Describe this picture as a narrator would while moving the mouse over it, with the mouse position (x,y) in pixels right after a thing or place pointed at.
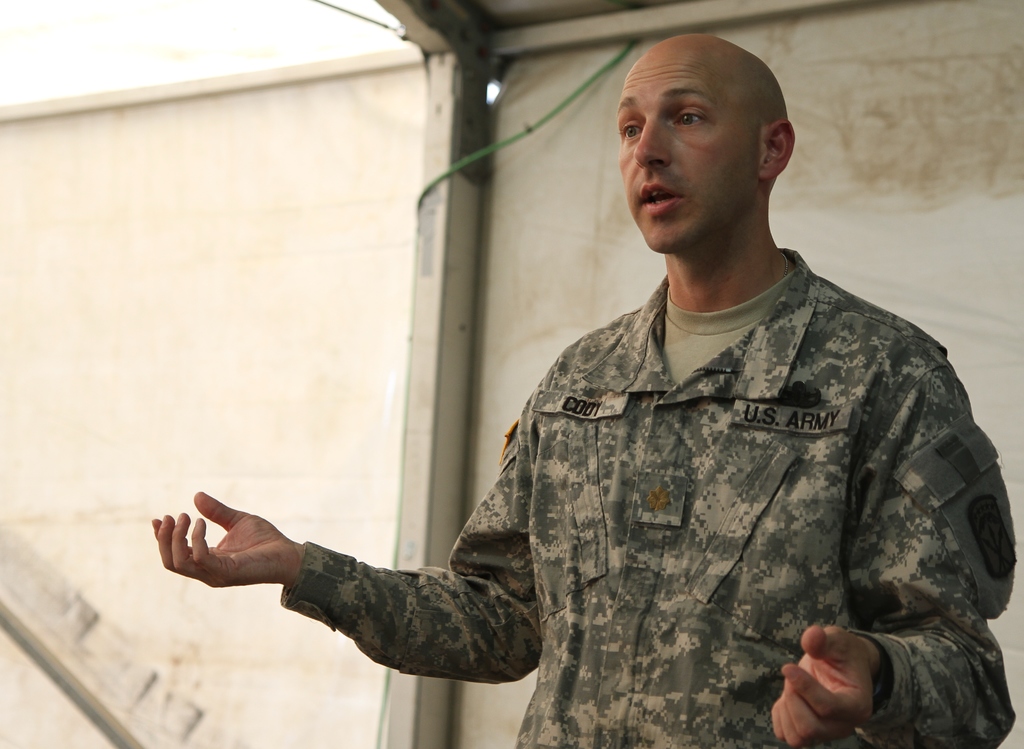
In this image we can see a person (754,531) wearing camouflage dress (651,514) standing and in the background of the image (278,218) there is white color sheet (954,39).
